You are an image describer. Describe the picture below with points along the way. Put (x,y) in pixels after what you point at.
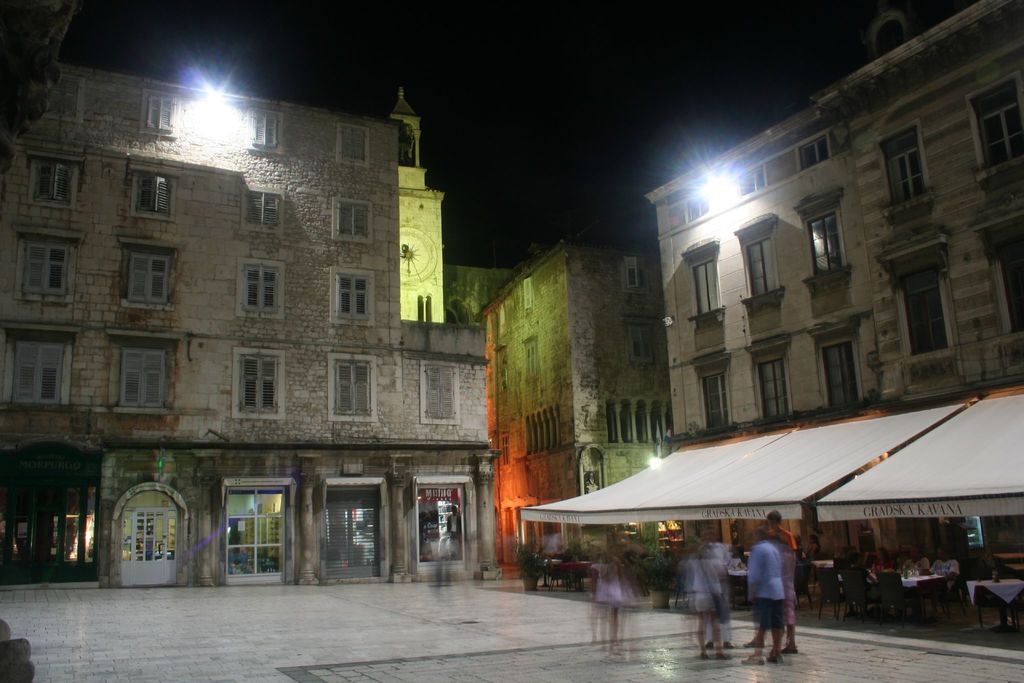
In this image, we can see some buildings (353,317). There are lights (206,108) on the building (207,272). There are persons (769,590) at the bottom of the image (785,584) standing and wearing clothes (777,571). There is a sky (563,30) at top of the image (542,50).
